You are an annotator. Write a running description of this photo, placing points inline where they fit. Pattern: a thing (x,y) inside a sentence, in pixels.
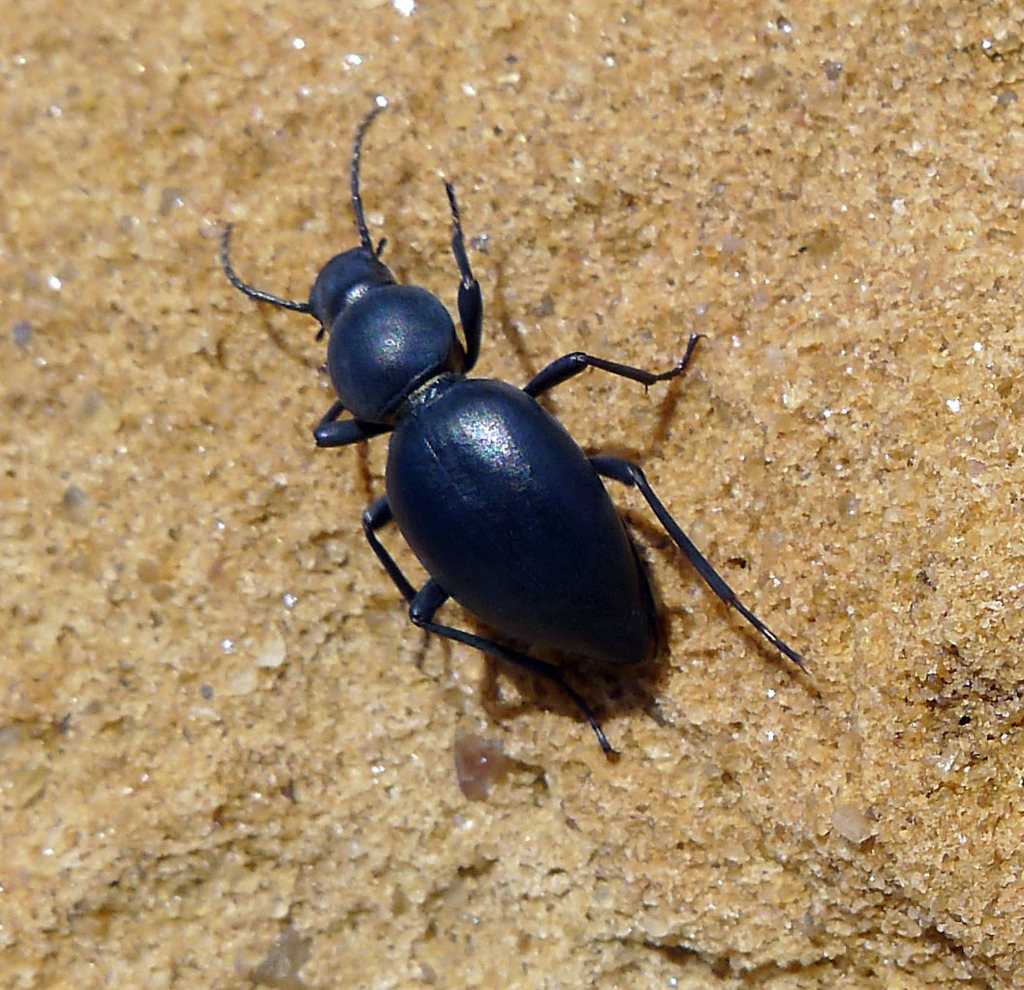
In this picture we can see an insect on a brown color platform (749,451).
